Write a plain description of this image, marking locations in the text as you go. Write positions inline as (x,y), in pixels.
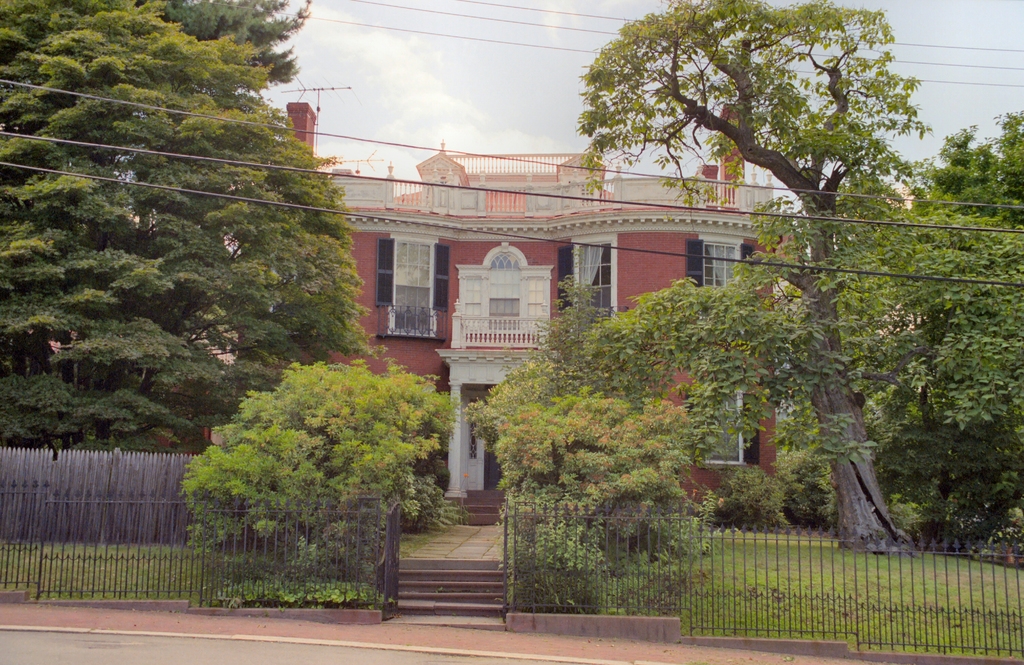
In this image there is a building (399,280), on top of the building (366,188) there are antennas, in front of the building (403,195) there are trees (502,418) and there is a wooden fence (177,458), in front of the wooden fence (161,469) there is a metal rod fence (260,552), in front of the image there is a road (322,654), beside the road (309,660) there is a pavement (436,635), in front of the pavement (449,636) there are stairs (450,561), at the top of the image (461,84) there are cables (467,15) and clouds (451,92) in the sky (460,40).
